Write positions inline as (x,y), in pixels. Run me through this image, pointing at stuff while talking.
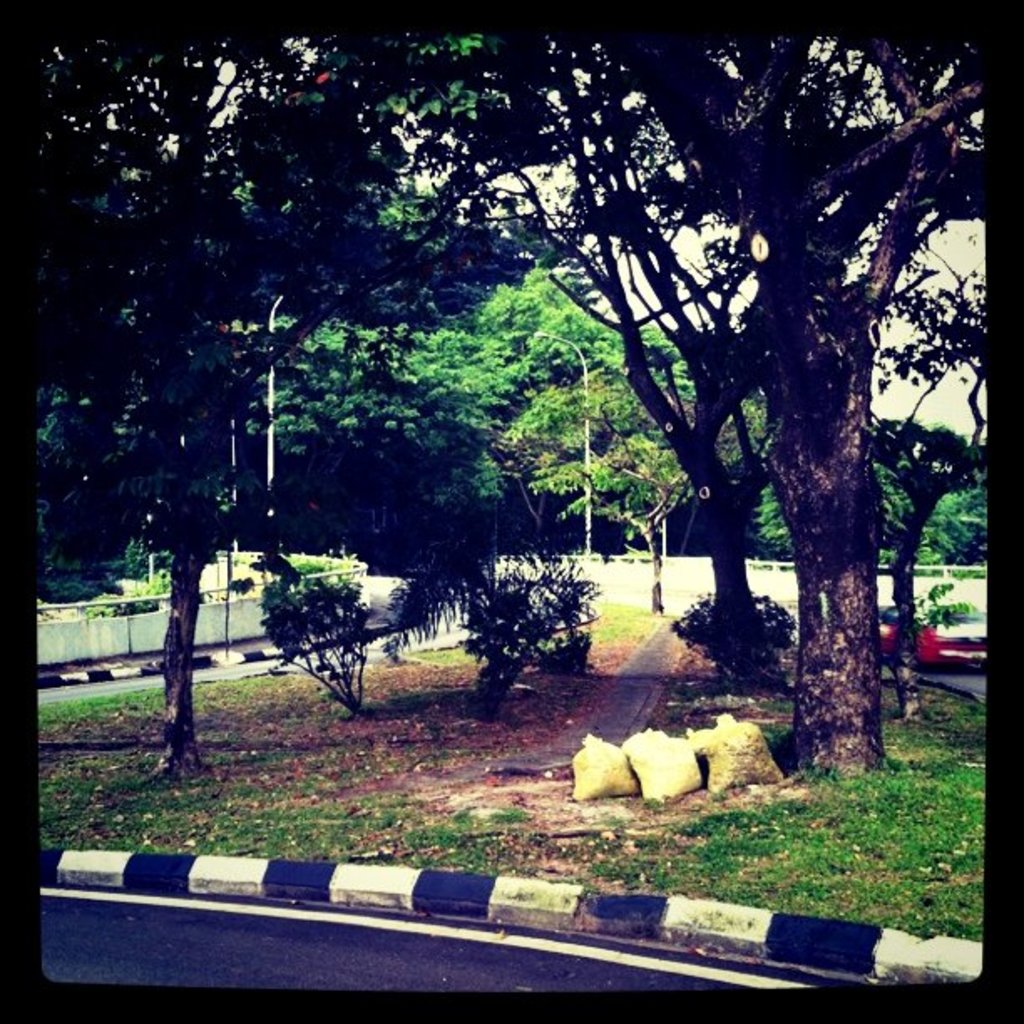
Beside the road (158,895) there is some grass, three bags (662,752) and few trees (180,724) and plants (763,659) in a small area (669,657), on the right side (944,628) there is a car (945,654) parked beside the road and in the background (376,416) there are plenty of trees (461,371).
